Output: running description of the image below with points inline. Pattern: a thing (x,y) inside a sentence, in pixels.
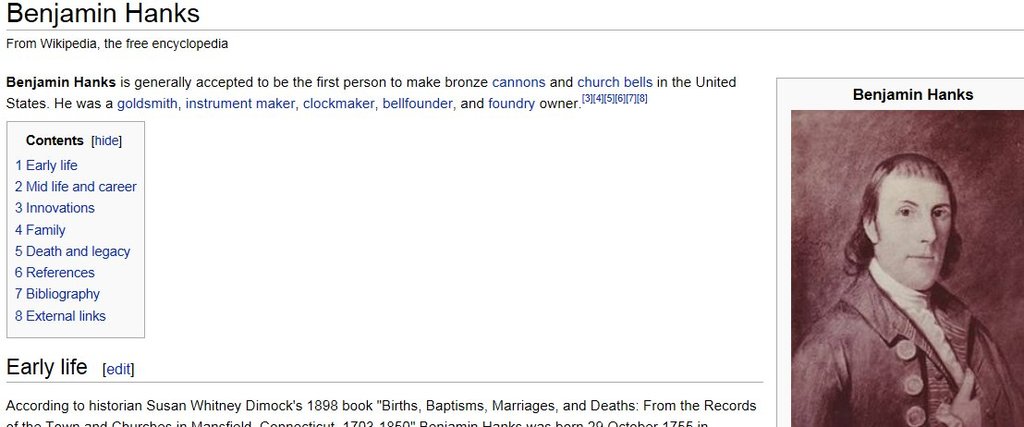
This is a screenshot from Wikipedia. I can see some text (226,79) on the right hand side (727,86). On the right hand side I can see a picture of a person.
